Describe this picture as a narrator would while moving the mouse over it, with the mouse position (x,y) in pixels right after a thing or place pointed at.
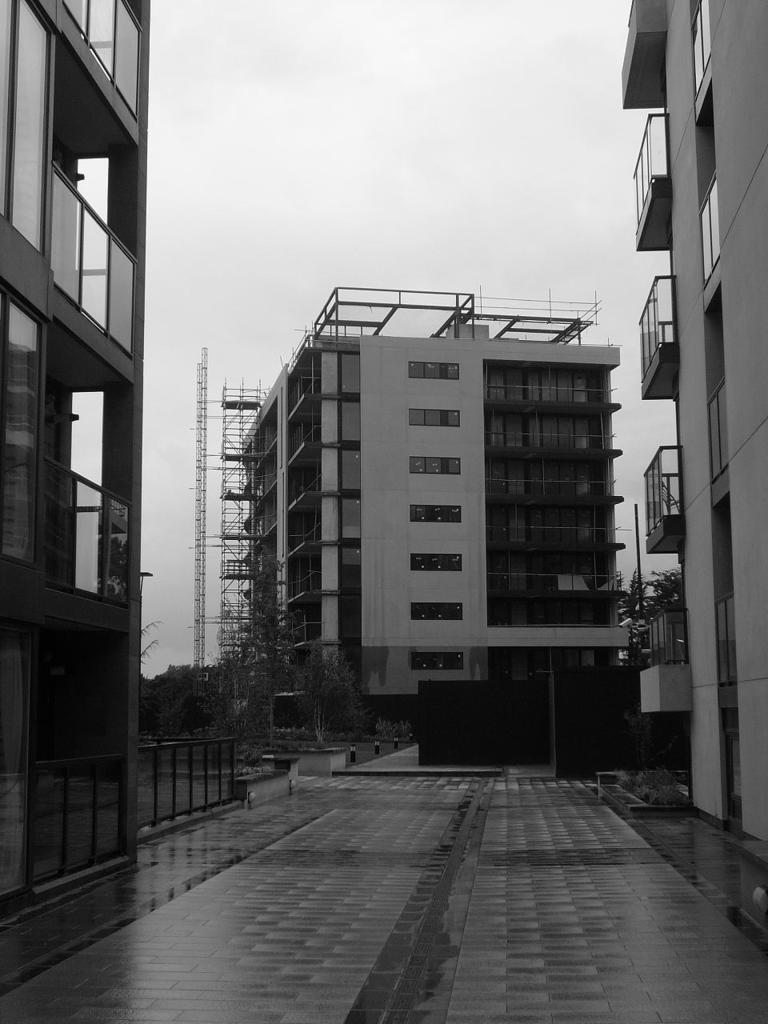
In this image there is the path (395,902). Beside the path (326,820) there is a railing (146,778). In the background (213,696) there are buildings (534,549) and trees (242,638). At the top (371,221) there is the sky (382,226).
